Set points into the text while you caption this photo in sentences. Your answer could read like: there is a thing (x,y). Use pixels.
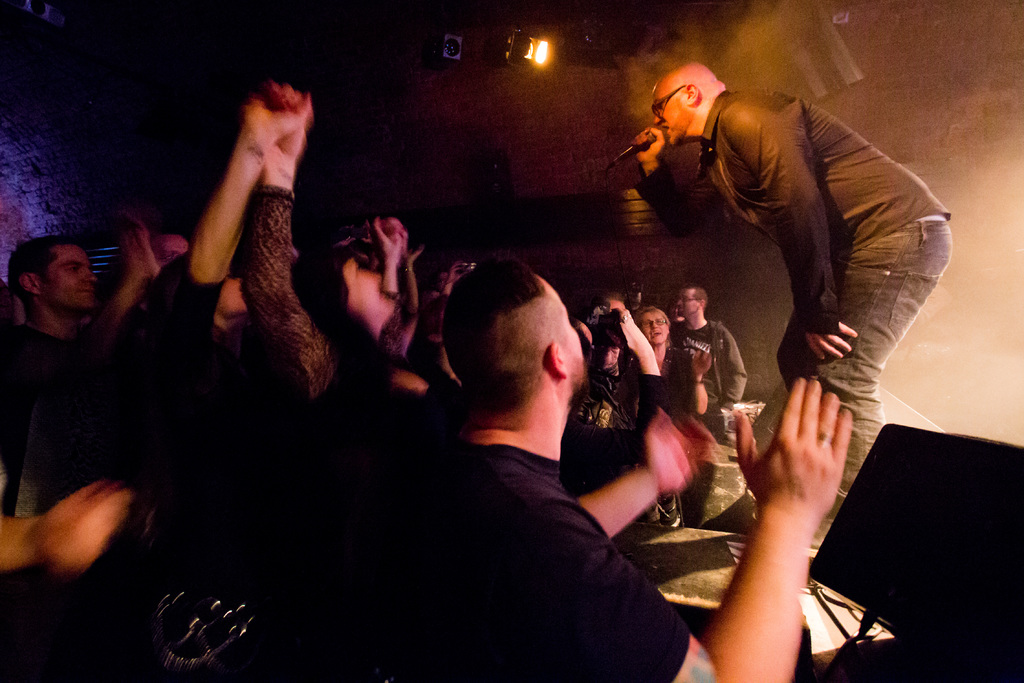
On the right side of this image (793,243) there is a man (664,139) holding a mike (628,152) in the hand (651,153), standing on the stage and singing. On the left side (189,387), I can see a crowd (308,408) of people (299,345) standing and looking at this man (849,236). The background (565,171) is dark. At the top of the image (541,57) there is a light (533,48).
